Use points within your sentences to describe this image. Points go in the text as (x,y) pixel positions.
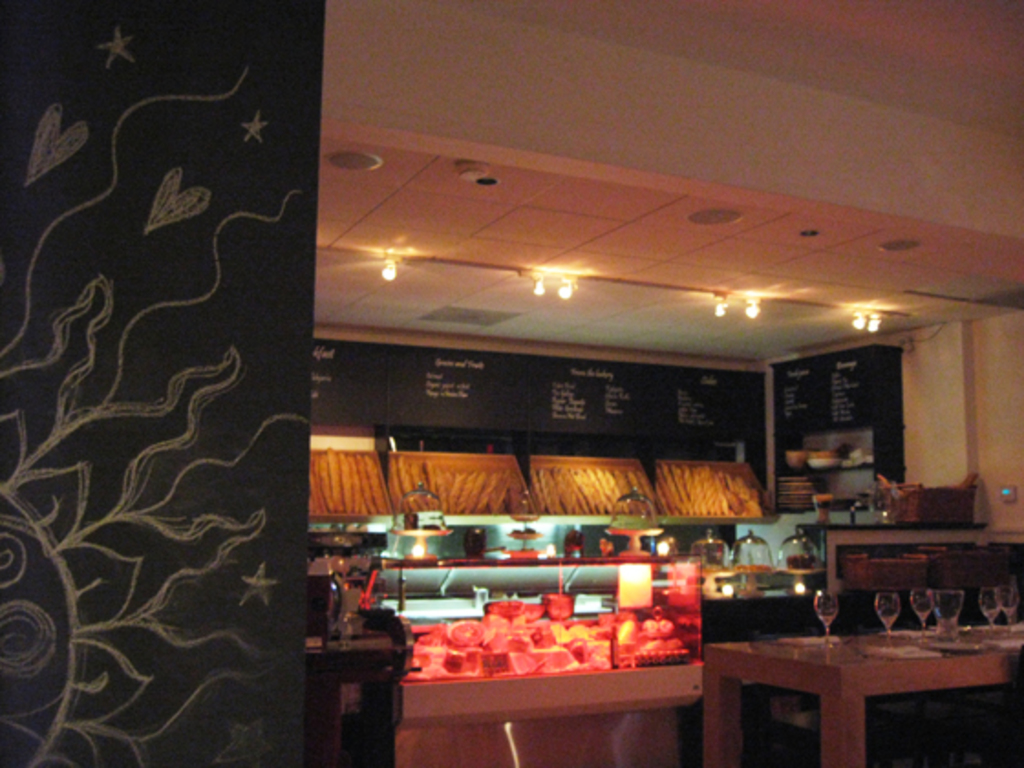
In this image we can see the wall (231,318) on which we can see some art (130,718). Here we can see glasses (822,607) are kept on a table (814,683), we can see some objects (510,492), boards (331,407) and the ceiling lights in the background (337,389).
